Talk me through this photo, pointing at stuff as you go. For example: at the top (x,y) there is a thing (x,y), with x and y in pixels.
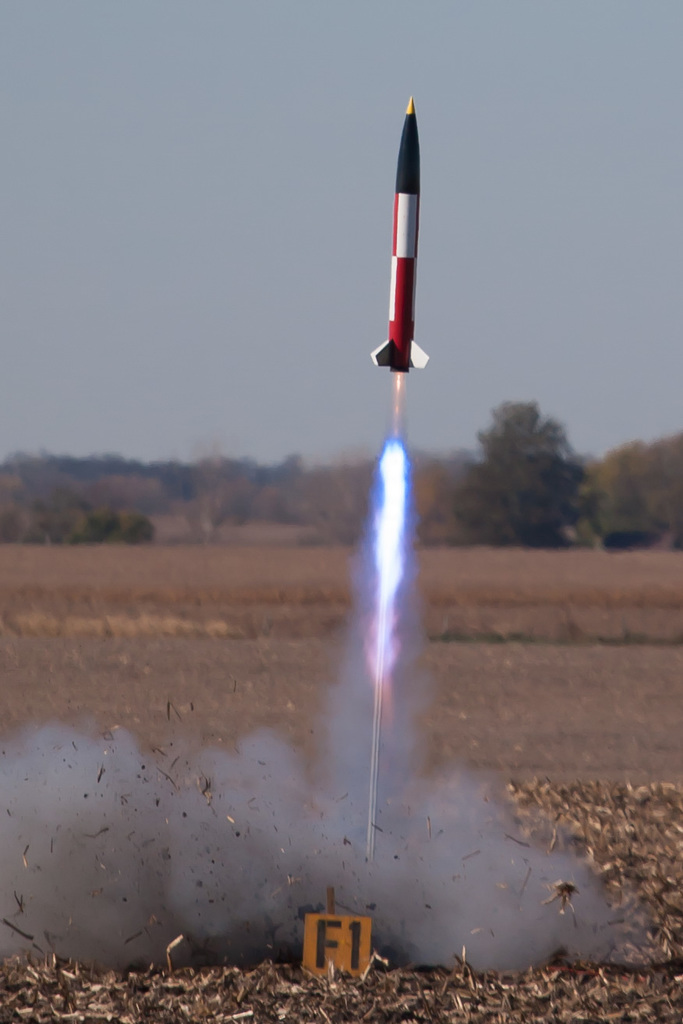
In the picture there is a rocket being fired up into the sky (412,58) and on the ground (270,725) the land (7,730) is filled with dry leaves (519,979) and in the background (457,471) there are few trees (545,485).
